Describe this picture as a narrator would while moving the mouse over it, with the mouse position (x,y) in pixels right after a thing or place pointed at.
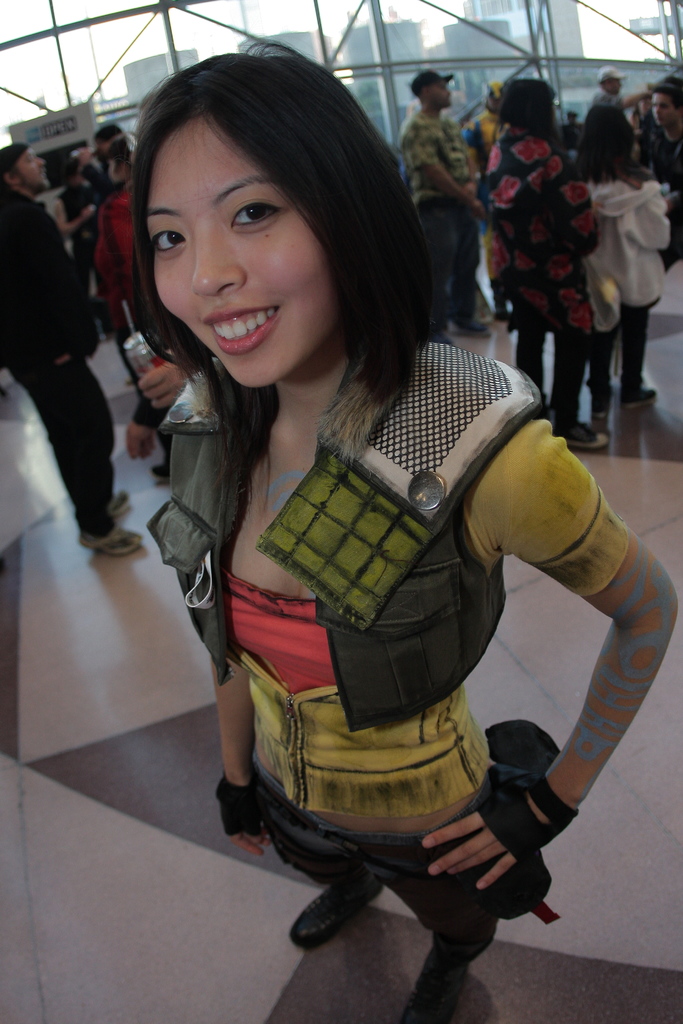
In this picture I can see a person (319,395) with a smile and standing on the surface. I can see a few people (503,179) in the background (489,99). I can see glass wall (364,86) and metal objects (380,47).
